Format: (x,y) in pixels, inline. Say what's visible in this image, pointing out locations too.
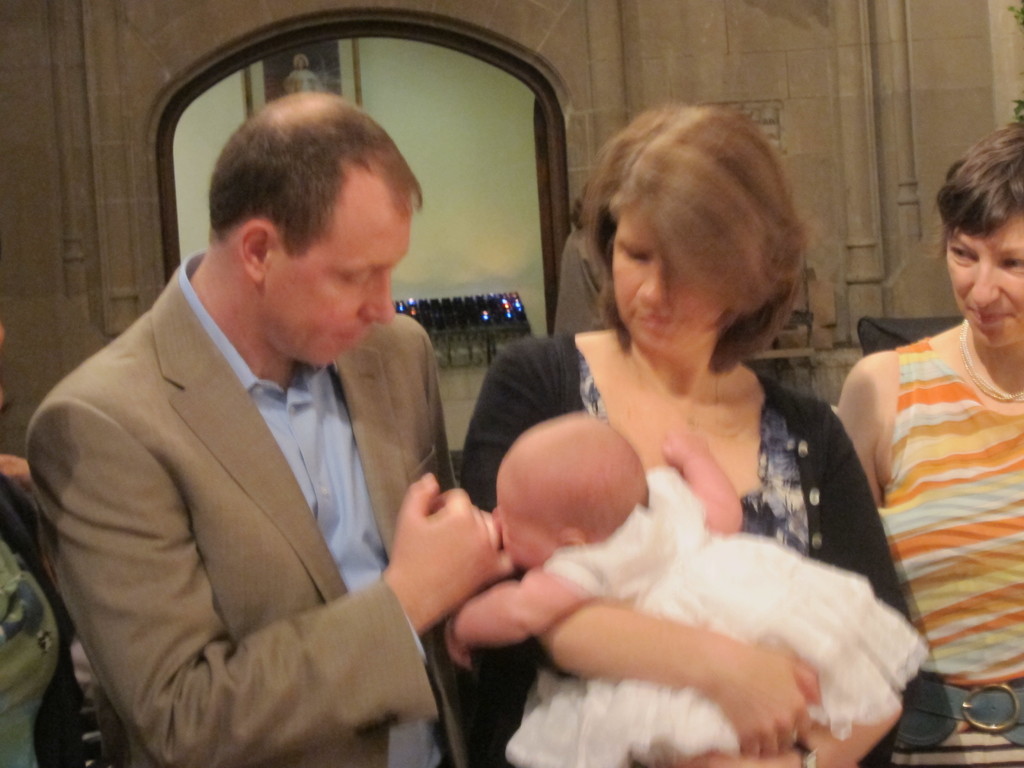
In front of the image there is a woman (584,392) holding a baby (542,546) in her arms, besides the woman (494,456) there is a man (229,392) and a woman (989,425) standing, behind them there are some objects (440,332). In the background of the image (297,76) there is a photo frame (331,68) on the wall (362,73). Beside the man (111,586) there are some objects (19,734).
